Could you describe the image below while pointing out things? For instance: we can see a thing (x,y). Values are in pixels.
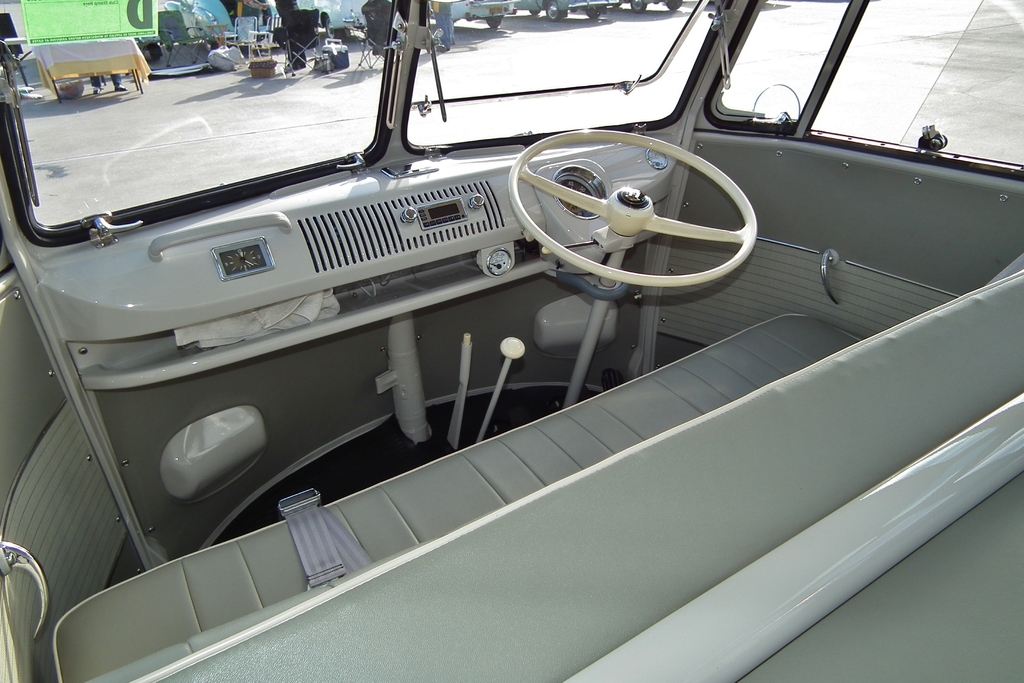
In this image we can see the inside view of the vehicle (587,368) that includes the steering wheel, seats (361,593) and windows (617,22).
